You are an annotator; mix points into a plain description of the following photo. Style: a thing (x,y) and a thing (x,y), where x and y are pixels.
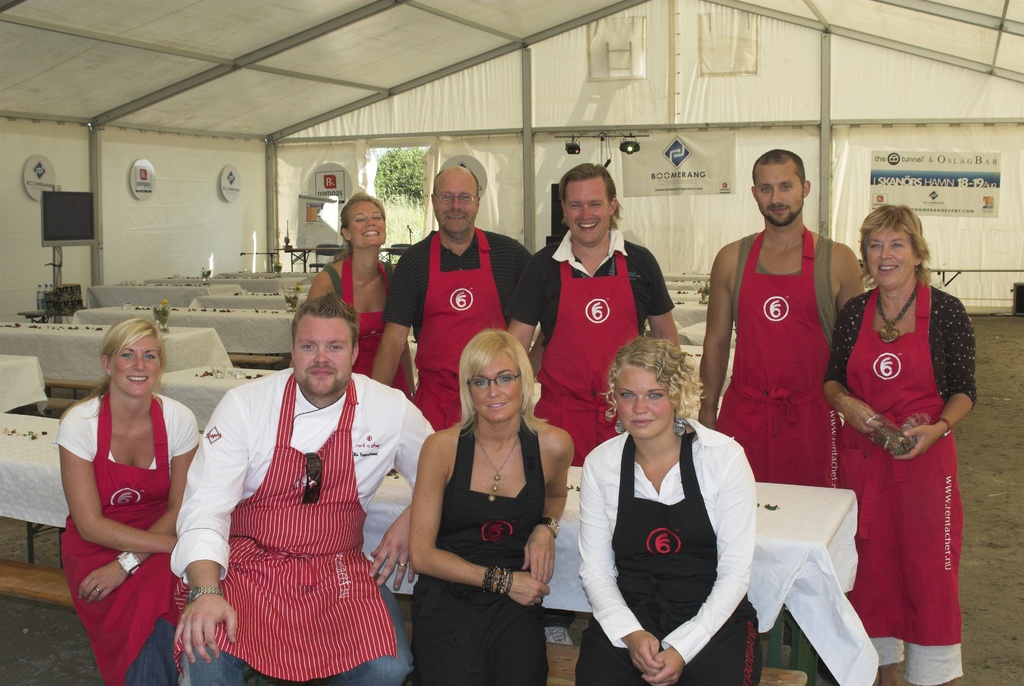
In this image we can see people (924,550) are standing on the floor (972,485) and there are few people (468,461) sitting on the bench (17,573). Here we can see tables (6,453), clothes (339,400), screen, bottles (39,306), boards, banners (654,179), wall (223,228), roof (242,132), and few objects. Through the glass (416,199) we can see greenery (401,224).
